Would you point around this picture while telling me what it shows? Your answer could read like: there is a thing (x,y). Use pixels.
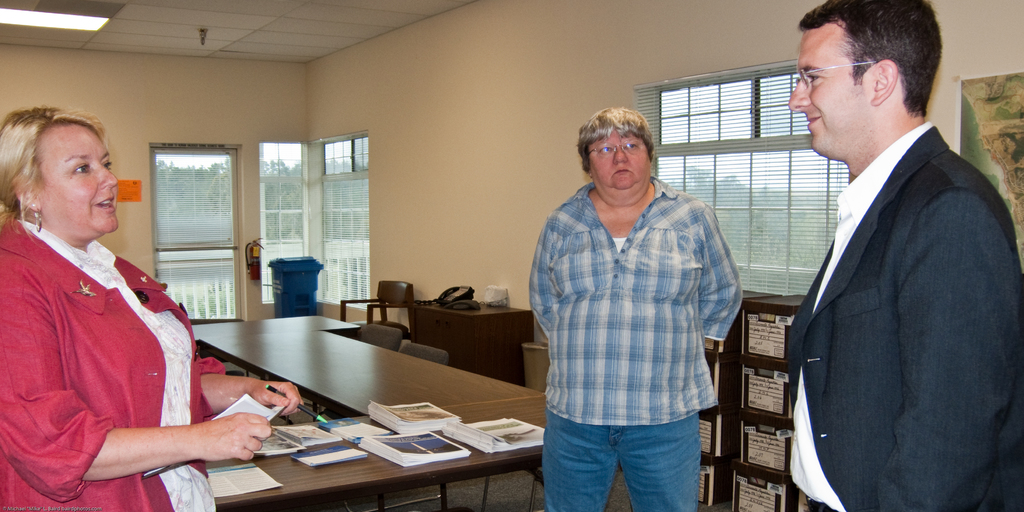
In this picture to the left (130,310) there is a woman (56,345) who is wearing a red jacket (124,361) is standing and she is holding a pen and a paper (254,408) in her hands (221,443). In the middle (639,245) there is also another woman (640,305) who is wearing a blue checked shirt (588,314) and she is also standing. To the right (911,319), there is a man (858,282) wearing a white shirt (839,249) and a black suit (898,303). He is wearing spectacle (808,71) on his eyes (819,77). In the middle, there is a table (367,458) and many papers (403,451) are placed on the table (438,464). There is a desk (487,317) and a telephone (468,303) is placed on the desk (433,318). There is a chair (389,305). There is a fire extinguisher (257,267) which is red in color. There is a box (297,271) at the corner.
